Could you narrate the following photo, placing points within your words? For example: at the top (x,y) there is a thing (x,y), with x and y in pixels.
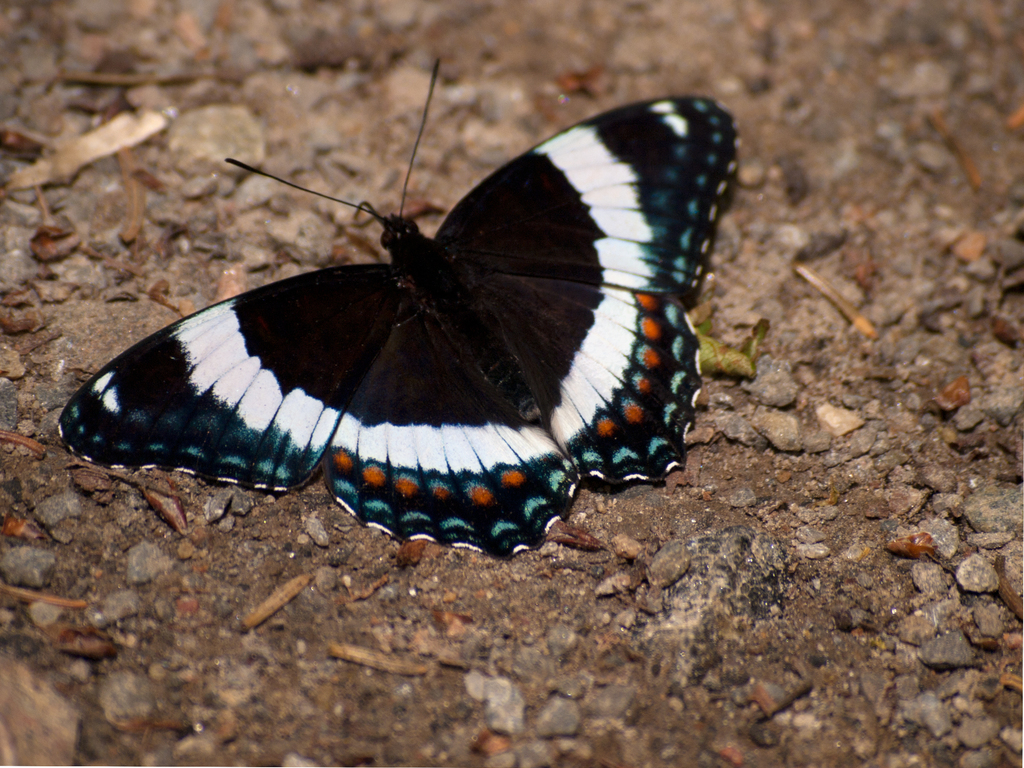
In this picture we can see a butterfly (438,349), at the bottom (849,580) there are some stones (197,119).
